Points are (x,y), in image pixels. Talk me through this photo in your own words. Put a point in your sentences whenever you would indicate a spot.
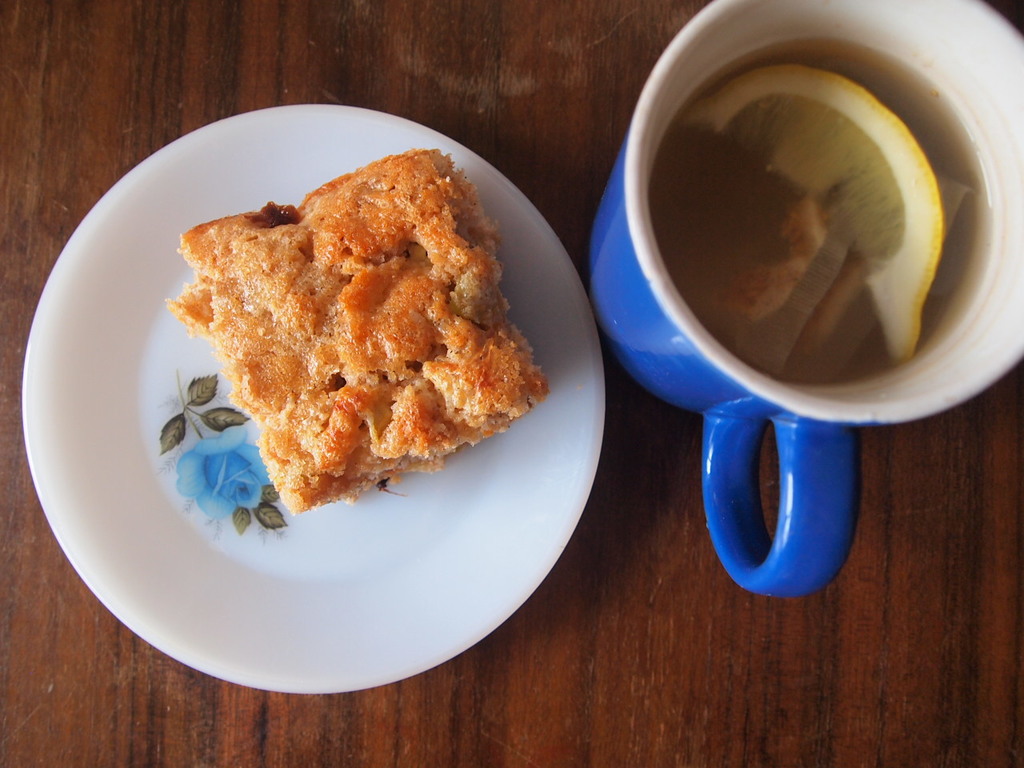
In this image we can see a food item (293,410) on the plate (64,261), beside here is the glass (602,210), and some liquid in it, here is the table (530,621).
